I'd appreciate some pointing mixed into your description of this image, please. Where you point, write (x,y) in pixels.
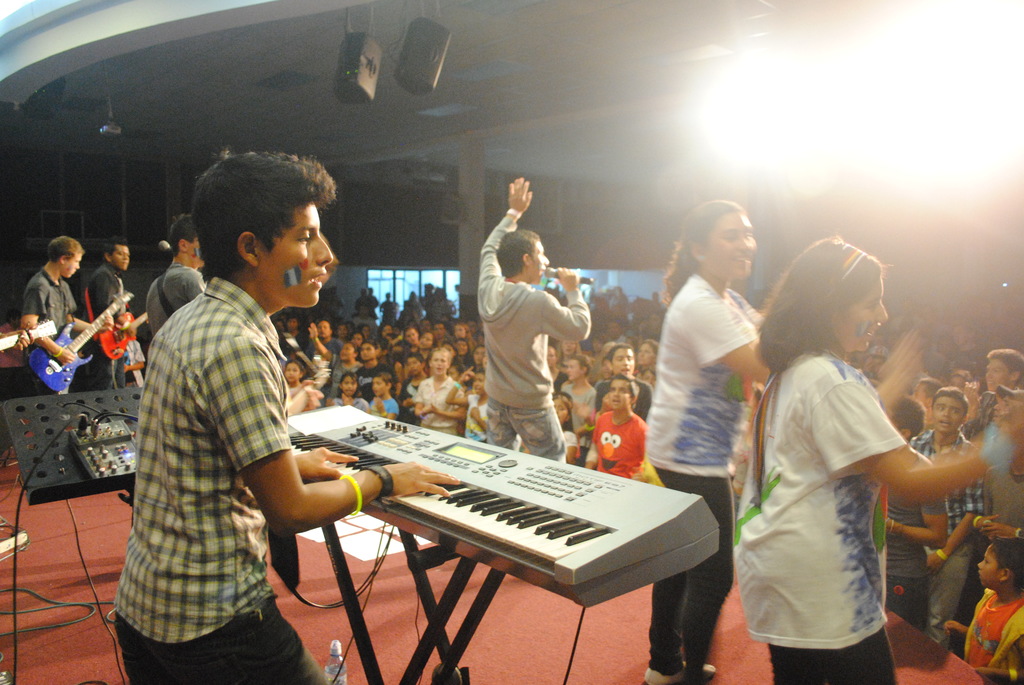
In this image there are group of people (780,330) standing. In front (518,528) the person (334,490) is playing the piano (504,526).
